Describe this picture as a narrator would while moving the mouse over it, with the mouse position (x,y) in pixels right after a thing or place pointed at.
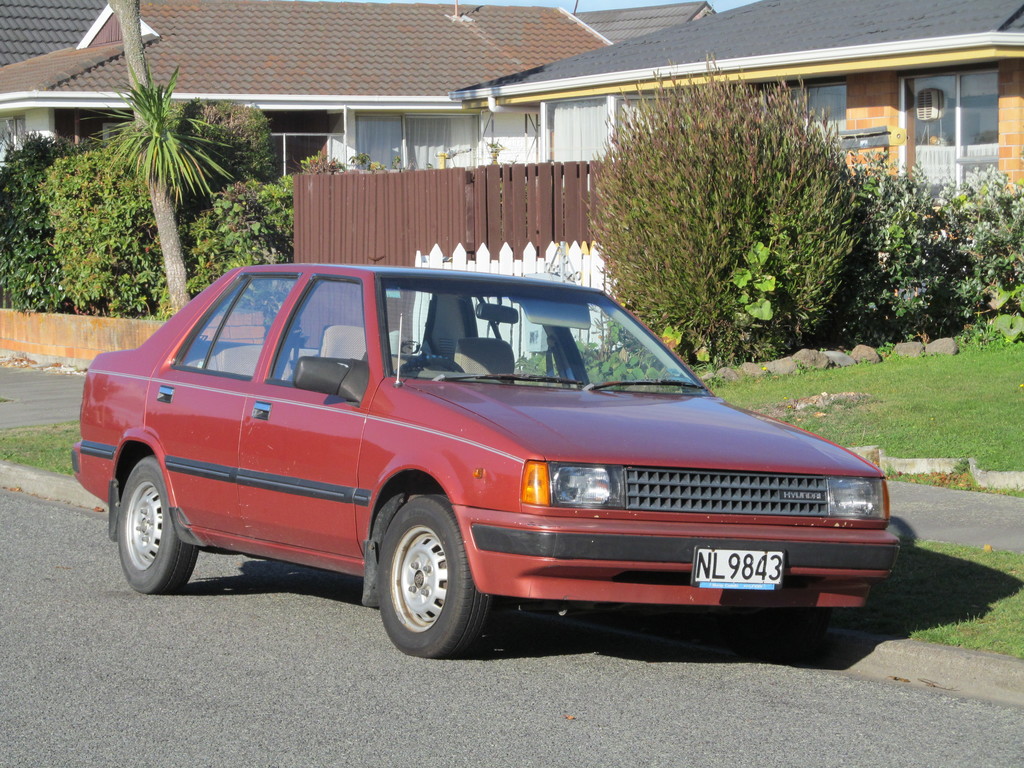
In this image I can see a car (356,468) which is maroon and black in color is on the road (354,592). In the background (807,427) I can see some grass (932,370), few trees (783,261), the railing (458,229) which is white and brown in color, few buildings (687,26) and the sky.
